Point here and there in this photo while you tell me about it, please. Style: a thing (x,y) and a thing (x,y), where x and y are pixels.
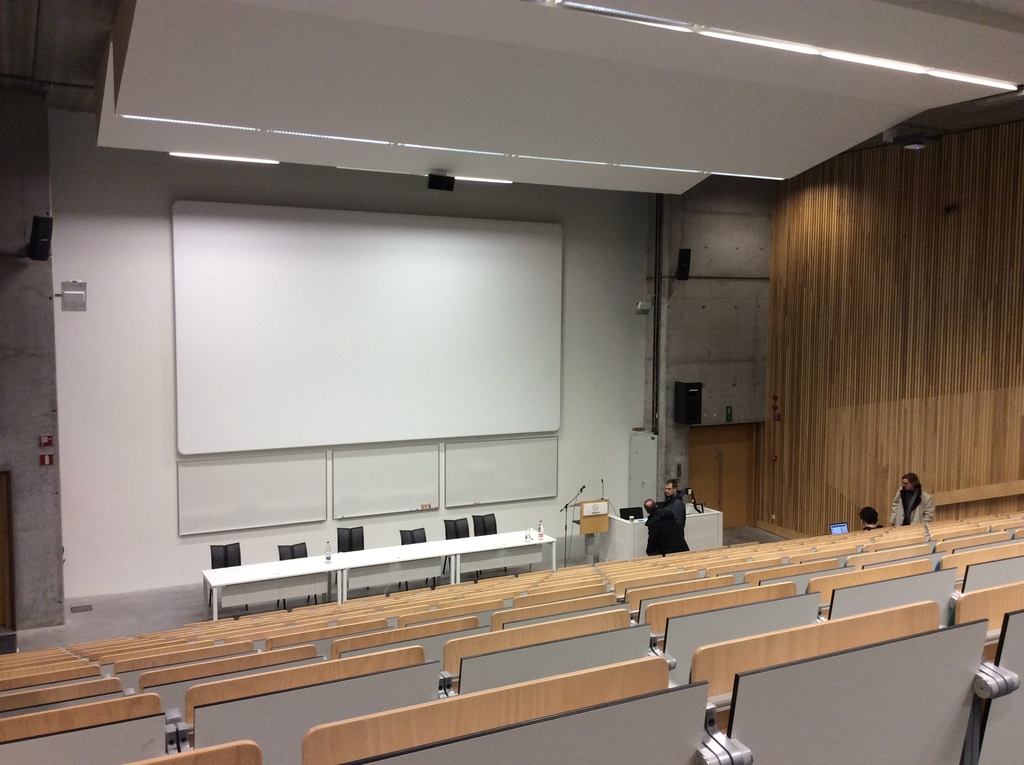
In this image, I can see the benches (682,587). There are three people (899,505) standing and a person (870,524) sitting. This is a table (481,553) with the bottles (541,535) on it. These are the chairs (478,524). I think this is a screen (211,447) and the white boards (392,498), which are attached to the wall (162,500). This is a kind of a podium (598,534) with the mics (578,492). I can see the speakers (685,421), which are attached to the wall (50,466). This looks like a projector (442,184), which is fixed to the ceiling (446,145).
